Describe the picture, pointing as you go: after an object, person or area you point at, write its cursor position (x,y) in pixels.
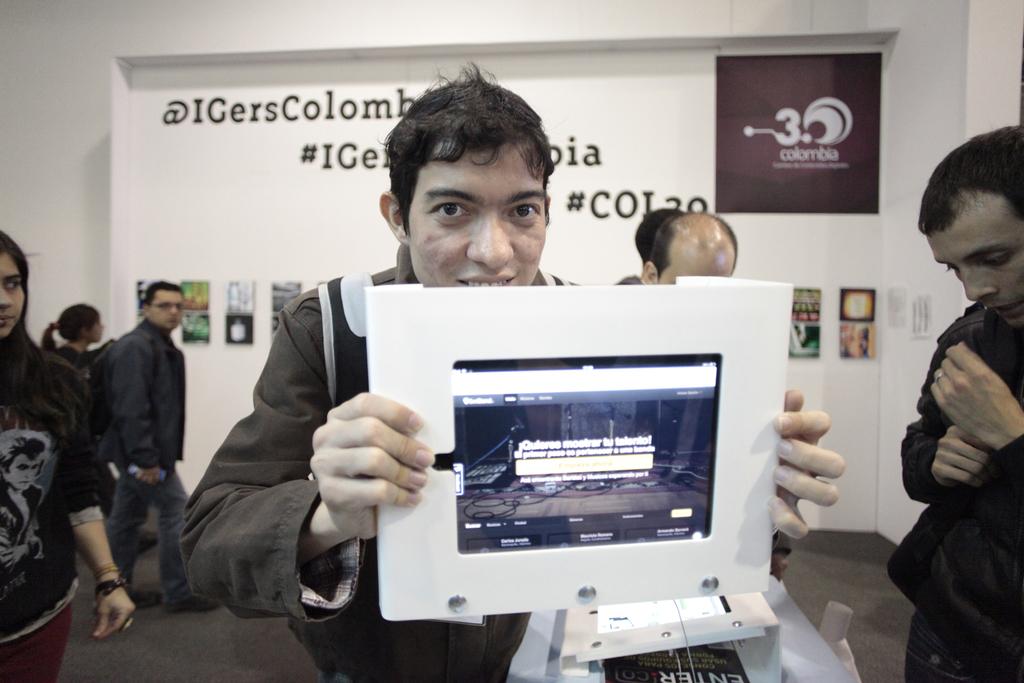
There is a man (480,285) holding a screen (666,533) with his hands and there are few persons (917,635). In the background (266,345) we can see a banner (820,61) and a wall (696,176).
